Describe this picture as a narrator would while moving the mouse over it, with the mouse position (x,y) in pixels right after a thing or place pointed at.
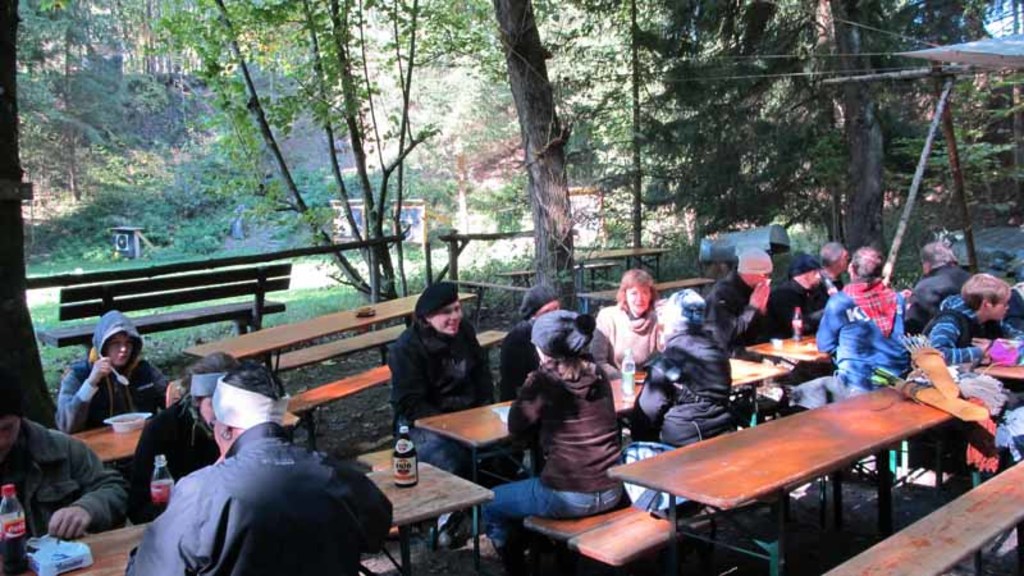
This is the place where we have some benches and desk (761,485) on which some people (260,426) are sitting and on the desk (885,388) we have some bottles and some things (914,395) and around them there are some trees (550,118) and grass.
